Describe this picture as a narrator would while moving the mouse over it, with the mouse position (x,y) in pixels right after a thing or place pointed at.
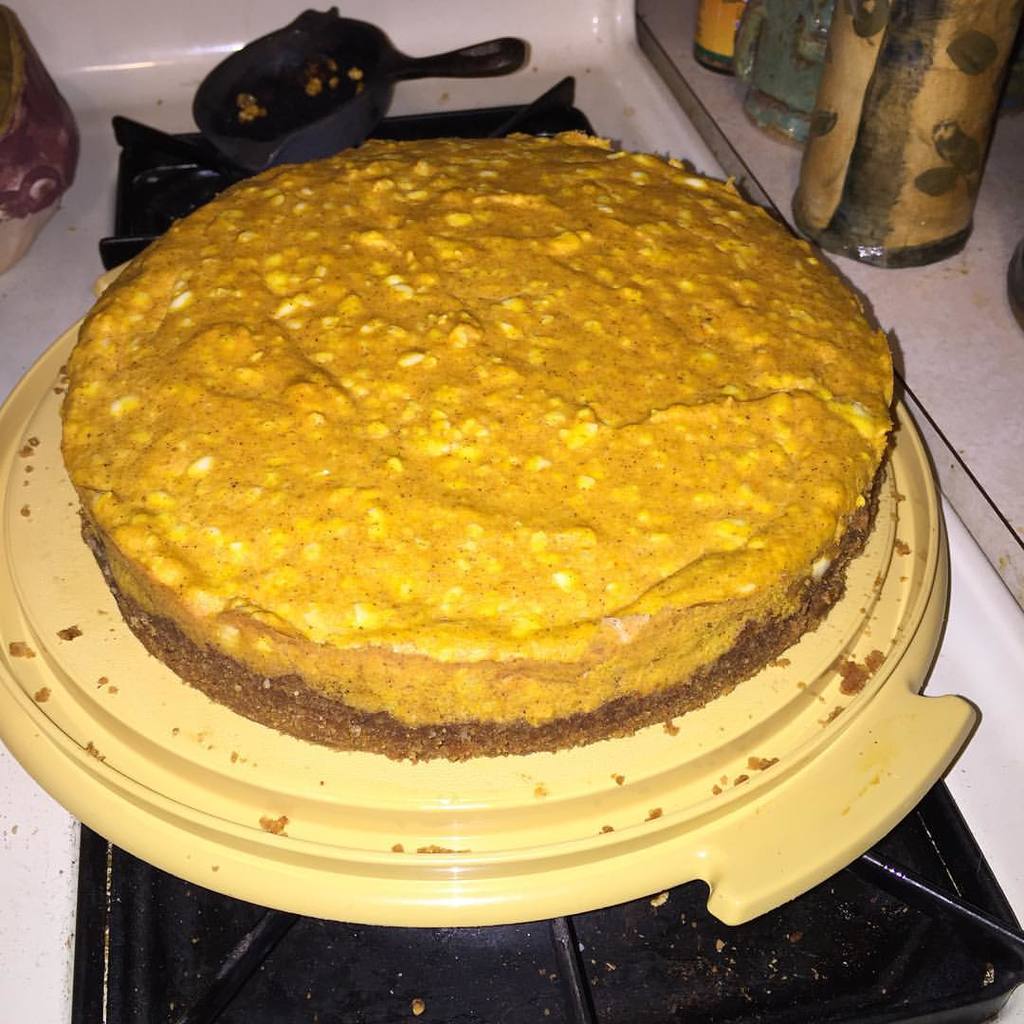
In this image, we can see a cake (376,541) on the plate (354,755) and there is a container (360,107), which are placed on the stove (920,907). In the background (871,139), there are bottles (871,139).
